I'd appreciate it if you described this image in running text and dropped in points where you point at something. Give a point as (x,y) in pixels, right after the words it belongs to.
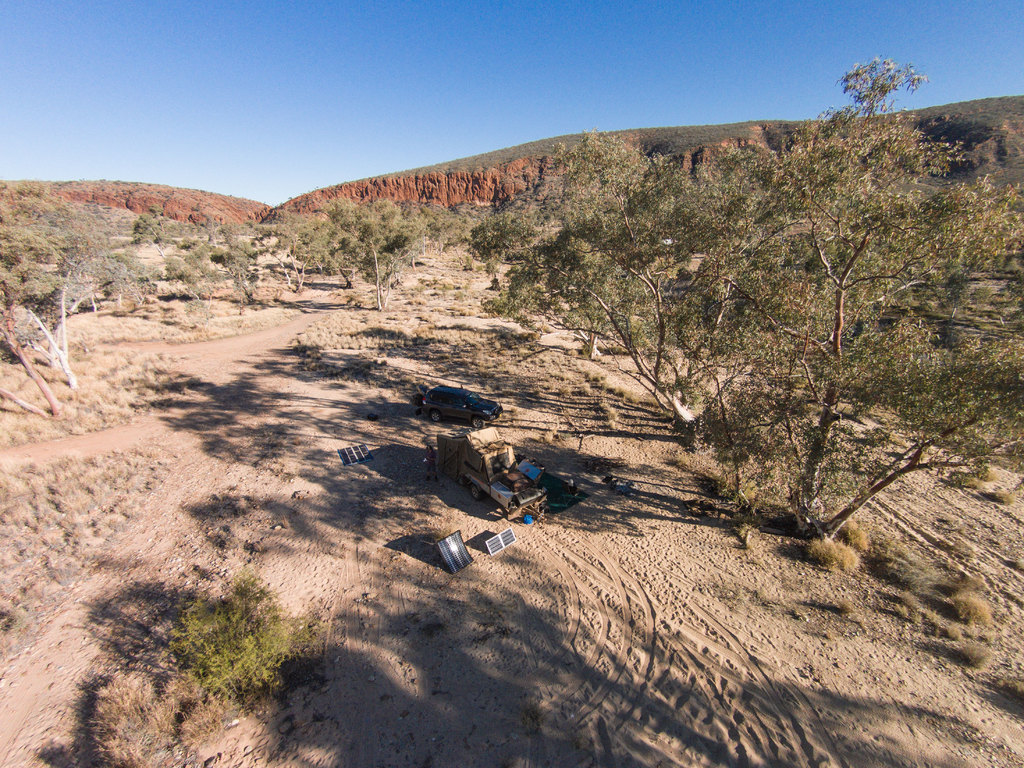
At the center of the image (477,466) there are some objects (482,482) placed on the ground (526,564) and one car (478,424) is Parked. In the surroundings of the objects (490,472) they are trees (558,299). In the background of the image (393,190) there is a mountain (484,188) and sky (685,89).
